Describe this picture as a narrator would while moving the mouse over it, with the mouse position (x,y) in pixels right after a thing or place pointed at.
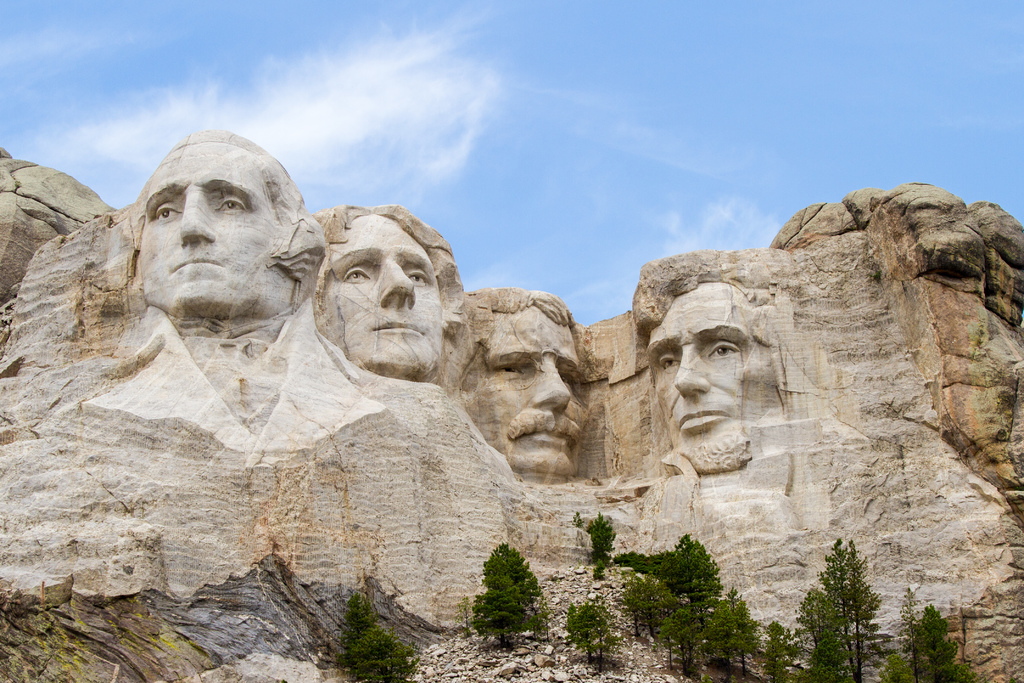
In the image there are hills (460,364) with sculptures (308,357) of men (558,430). Below that there are trees (497,612) and rocks (642,643). At the top of the image (489,54) there is a sky (425,111) with clouds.
